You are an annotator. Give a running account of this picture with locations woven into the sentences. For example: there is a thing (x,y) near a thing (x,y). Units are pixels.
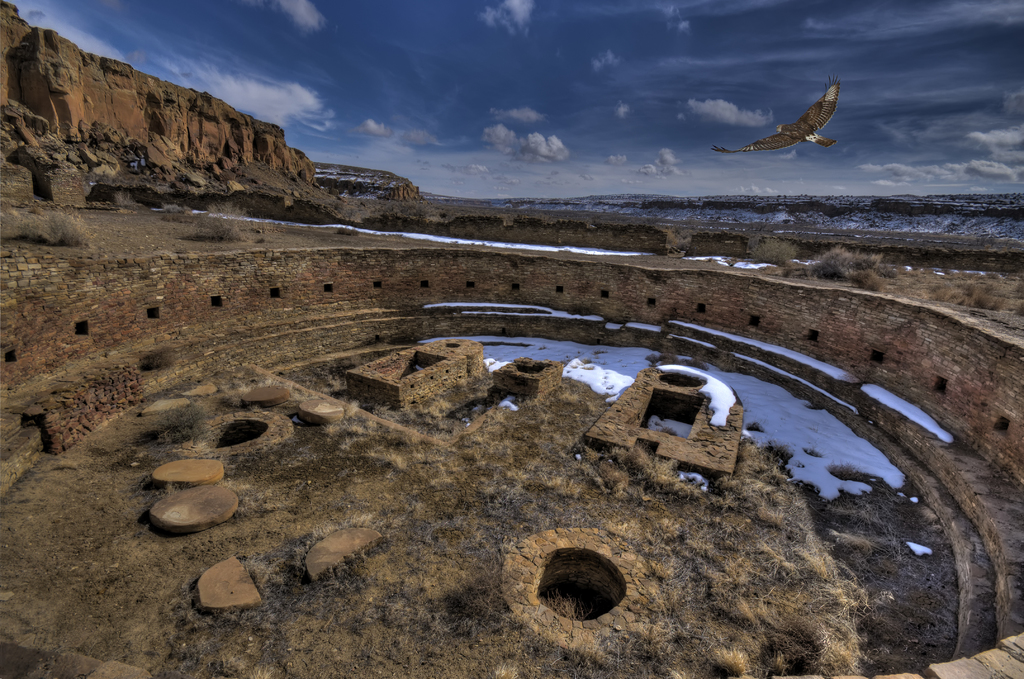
In the image we can see snow (755,381), stones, mountain (152,155), bird (800,137) flying in the sky (503,94) and the cloudy sky (530,114).
